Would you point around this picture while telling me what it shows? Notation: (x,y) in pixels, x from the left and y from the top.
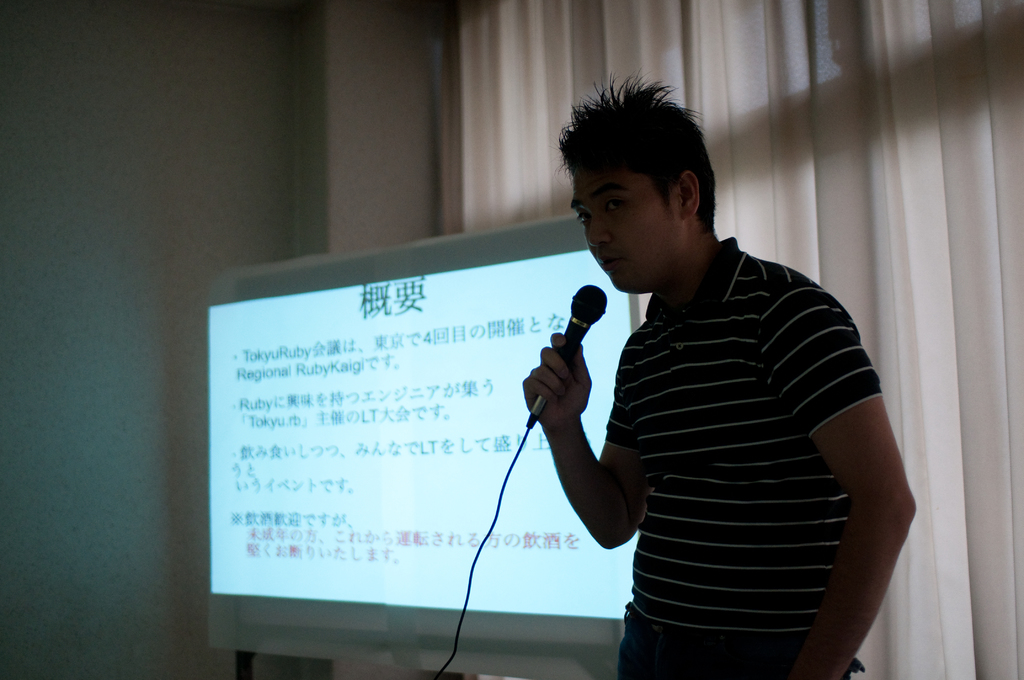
In this image I can see a man (736,436) wearing t-shirt (707,392) and holding mike (581,329) in his hand (556,360). Just at the back of him there is a white color curtain (793,161). On the left side of the image (92,353) there is wall (112,157). Beside the person (689,484) there is a Screen (392,478).
